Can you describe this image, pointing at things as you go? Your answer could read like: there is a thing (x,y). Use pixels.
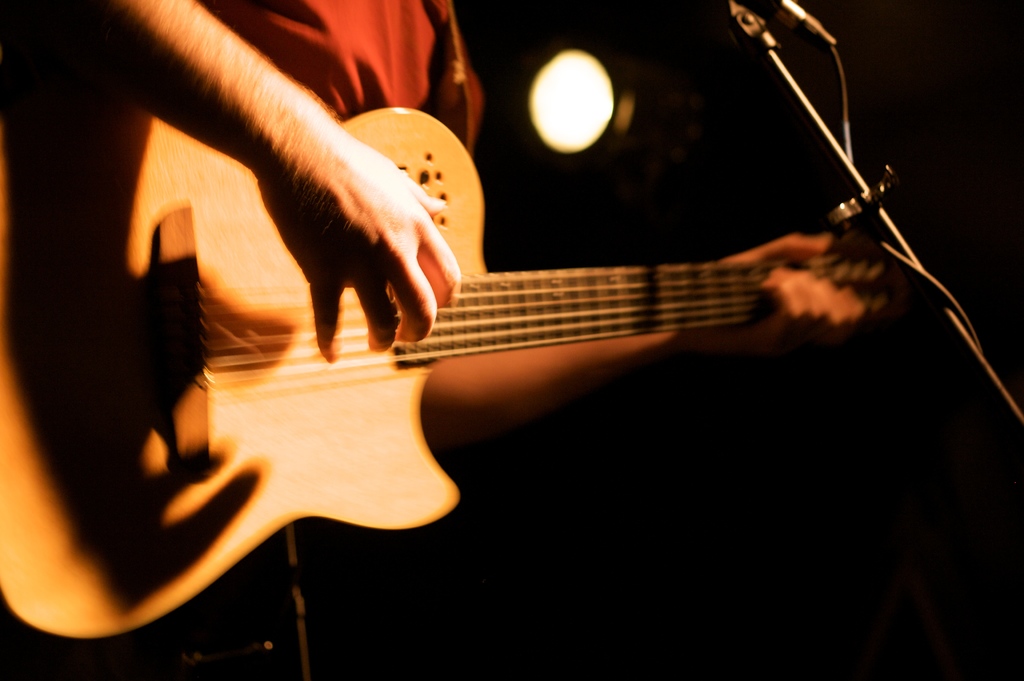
In this image I can see a person (810,321) playing guitar (85,388). There is a microphone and its stand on the right (807,110). There is a light (565,102) at the back (586,50) and there is a black background (601,514).
